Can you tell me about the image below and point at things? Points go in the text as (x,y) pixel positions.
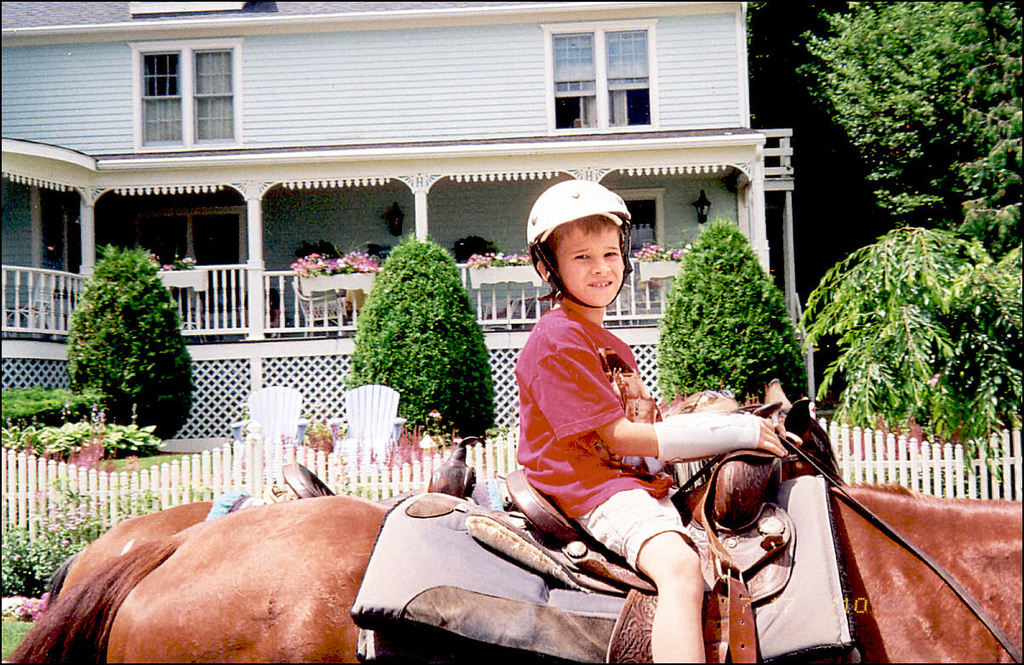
In this image there is a boy (677,596) in the middle (602,428) who is sitting on the horse (857,544). In the background (382,96) there is a building (306,157). In front of the building (202,404) there is a garden (180,374) in which there are trees (435,340). There is a fence (226,472) around the building (416,177). On the right side (932,206) there are trees (914,211).
